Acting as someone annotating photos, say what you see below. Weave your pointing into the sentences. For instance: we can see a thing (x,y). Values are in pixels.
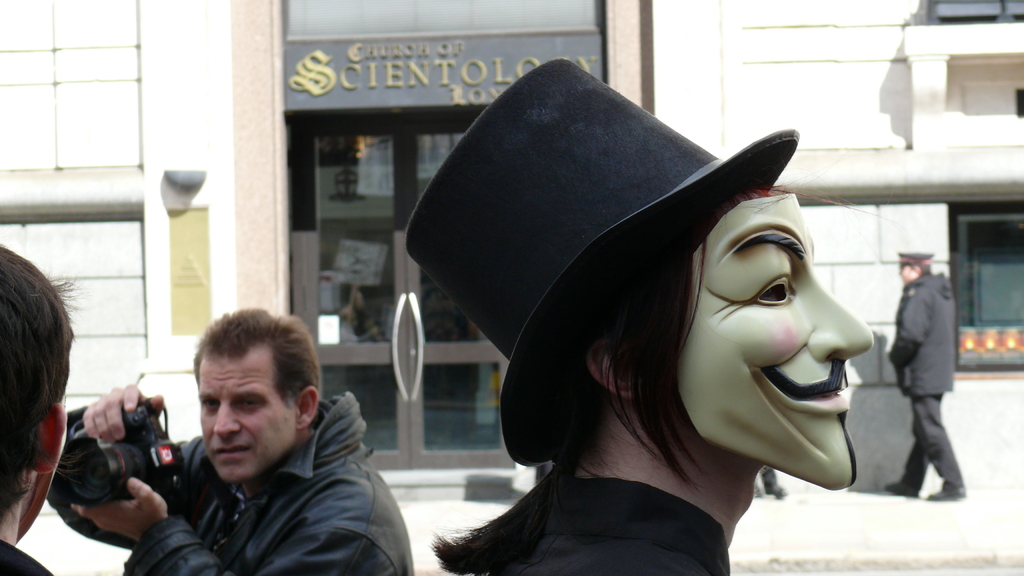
In this picture we can see a man (136,560) who is holding a camera (151,424) with his hands (125,409). This is mask (726,364). On the background (943,63) there is a building (212,143) and this is board (387,69). Here we can see a door (432,366).
